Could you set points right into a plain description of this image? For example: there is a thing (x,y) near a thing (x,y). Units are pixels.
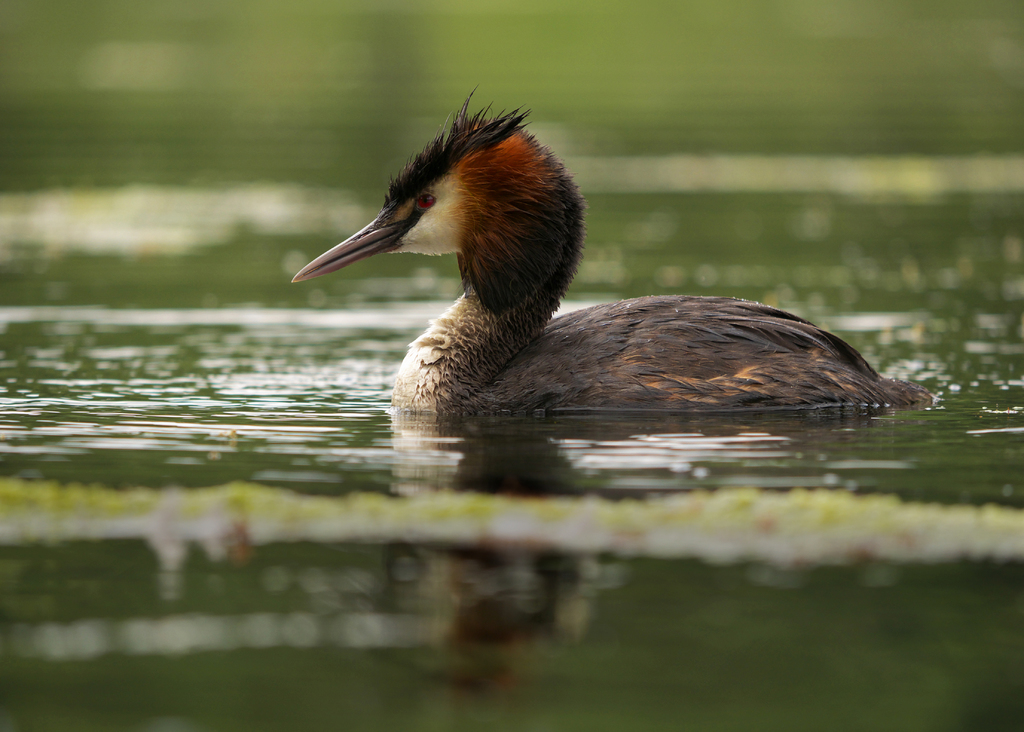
In this image I can see water (591,453) and on the water (634,456) I can see a brown colour bird (573,249).
